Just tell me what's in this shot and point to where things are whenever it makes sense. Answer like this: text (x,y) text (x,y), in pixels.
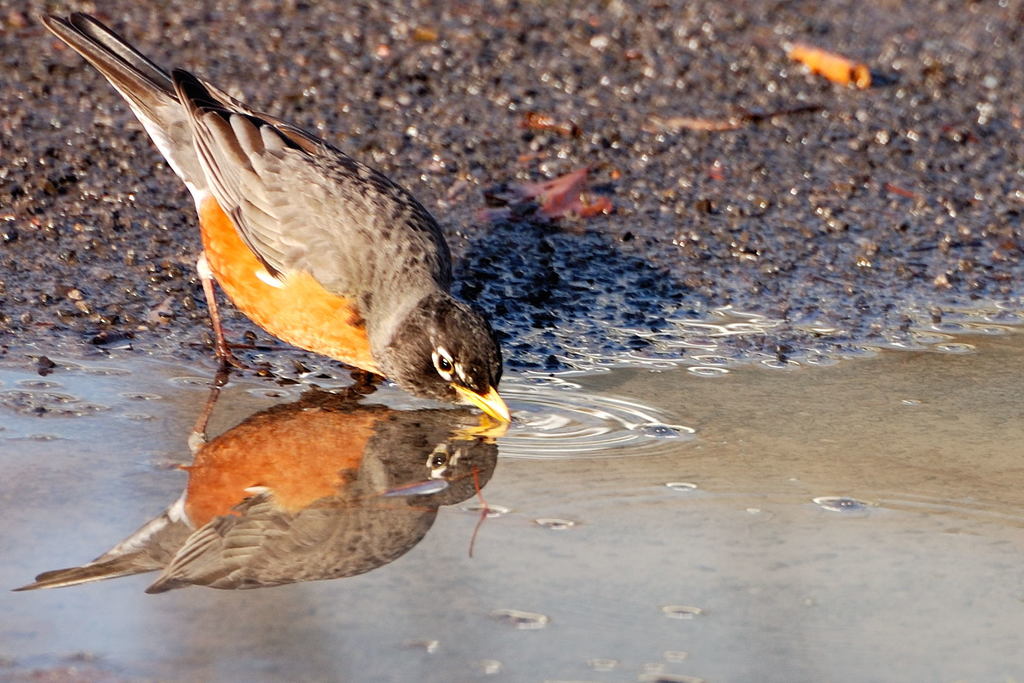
A bird (369,252) is drinking the water (260,392), it is in brown and black color.
